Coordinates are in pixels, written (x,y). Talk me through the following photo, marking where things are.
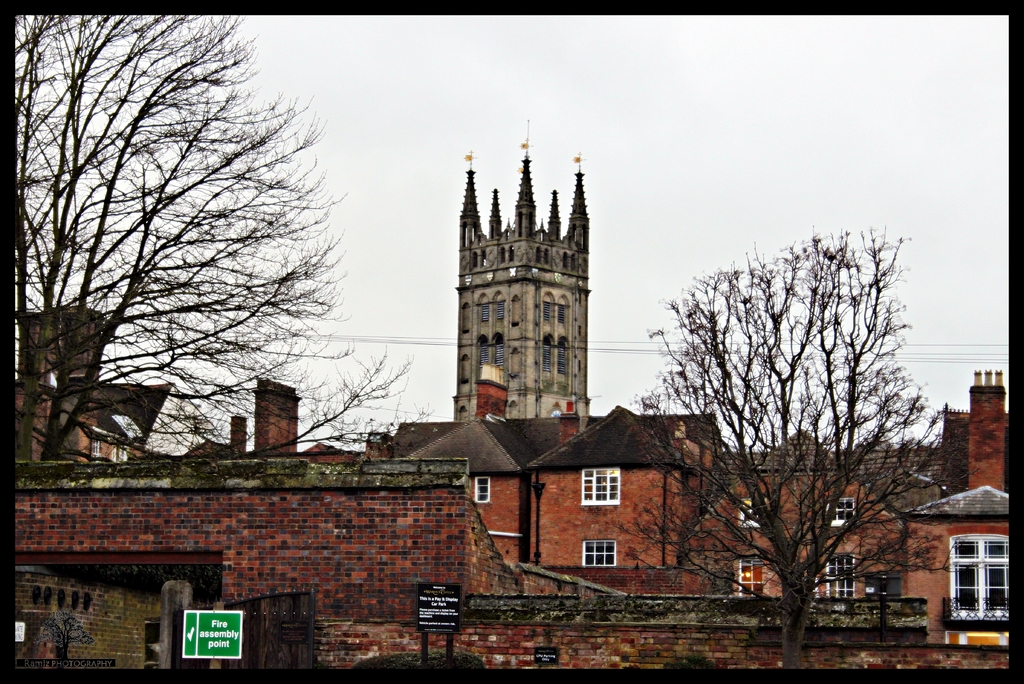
In this picture I can see number of buildings (467,311) and few trees (402,378) in front (107,188) and I can see few wires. In the background (338,352) I can see the sky (799,237). On the bottom side of this picture (196,639) I can see 2 boards (199,610) and I see something is written on them.
